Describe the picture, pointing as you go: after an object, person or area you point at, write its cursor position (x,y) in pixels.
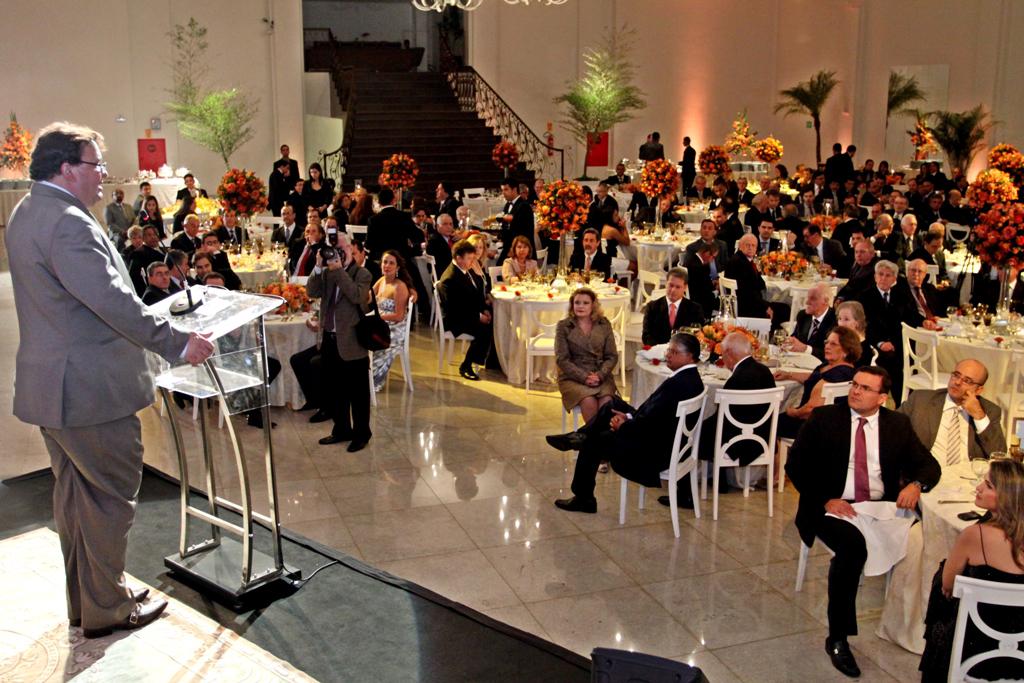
In this image there are group of people (670,302) sitting around the table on which we can see there are glasses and some flower vases (14,160) and there is a man (110,392) standing on the stage (361,637) in front of table (180,446), behind the crowd (937,645) there are so many stairs (363,190) and some plants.
